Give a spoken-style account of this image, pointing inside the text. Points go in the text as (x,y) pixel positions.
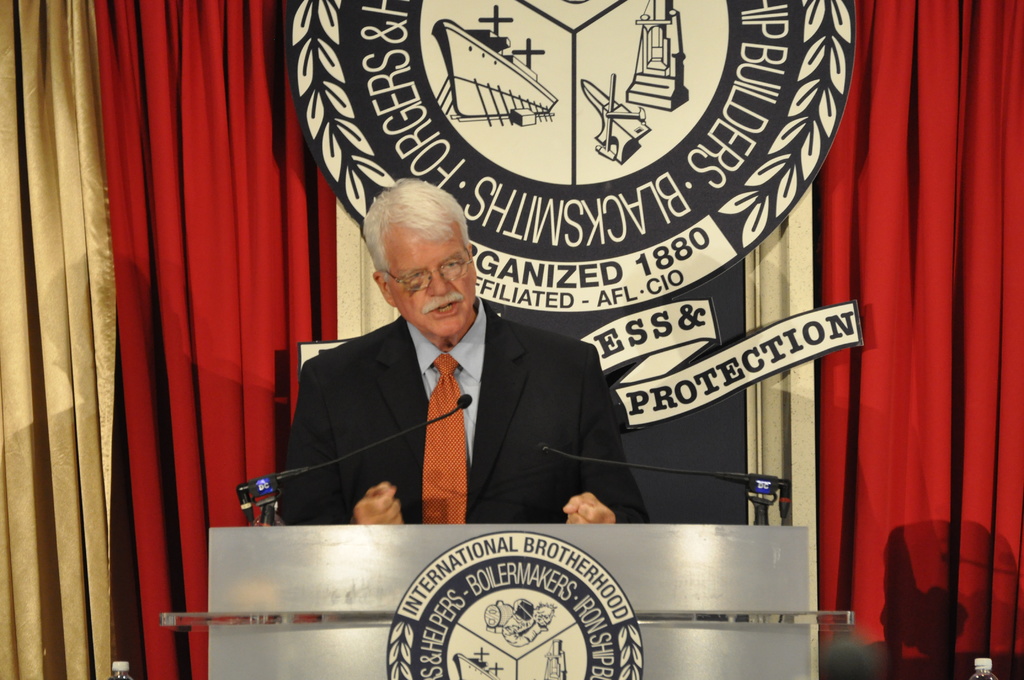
Here in this picture we can see a person (520,414) standing over a place and speaking something in the microphone (430,420) that is present in front of him on the speech desk (407,532) over there and we can see he is wearing a black colored coat (380,414) on him and behind him we can see a curtain (916,152) present and we can see a symbol (655,343) in the middle of it over there.
